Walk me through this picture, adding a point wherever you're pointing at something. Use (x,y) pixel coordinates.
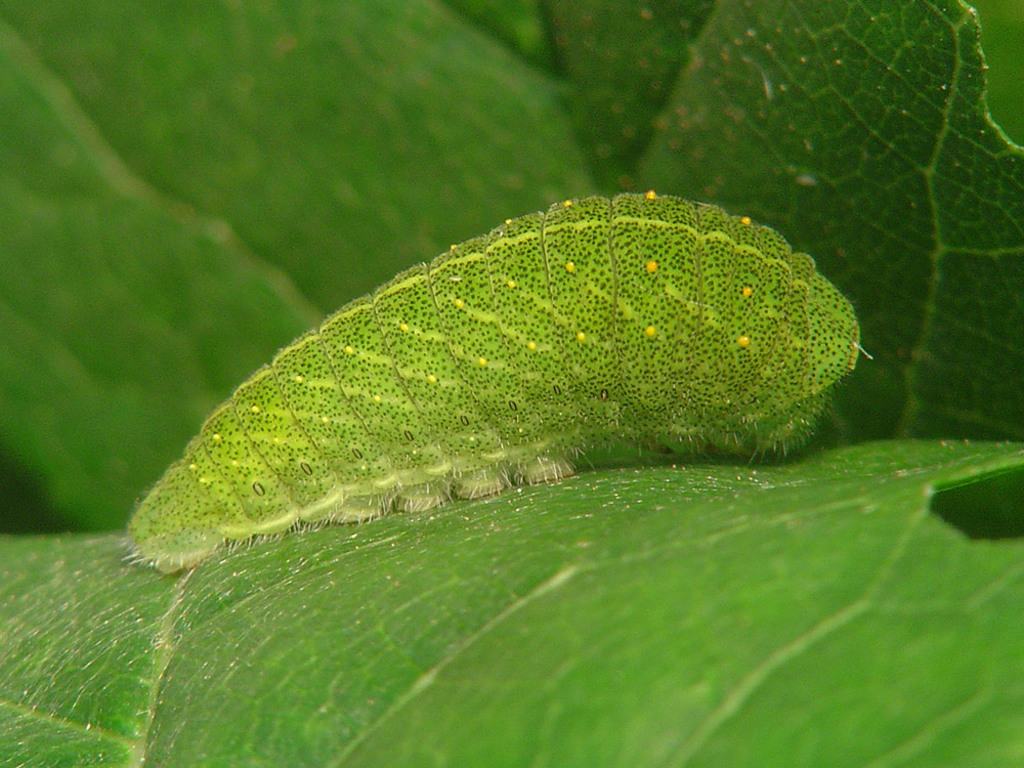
In this picture I can see an insect (551,323) on the leaf (596,502), and in the background (575,149) there are leaves (840,138).
